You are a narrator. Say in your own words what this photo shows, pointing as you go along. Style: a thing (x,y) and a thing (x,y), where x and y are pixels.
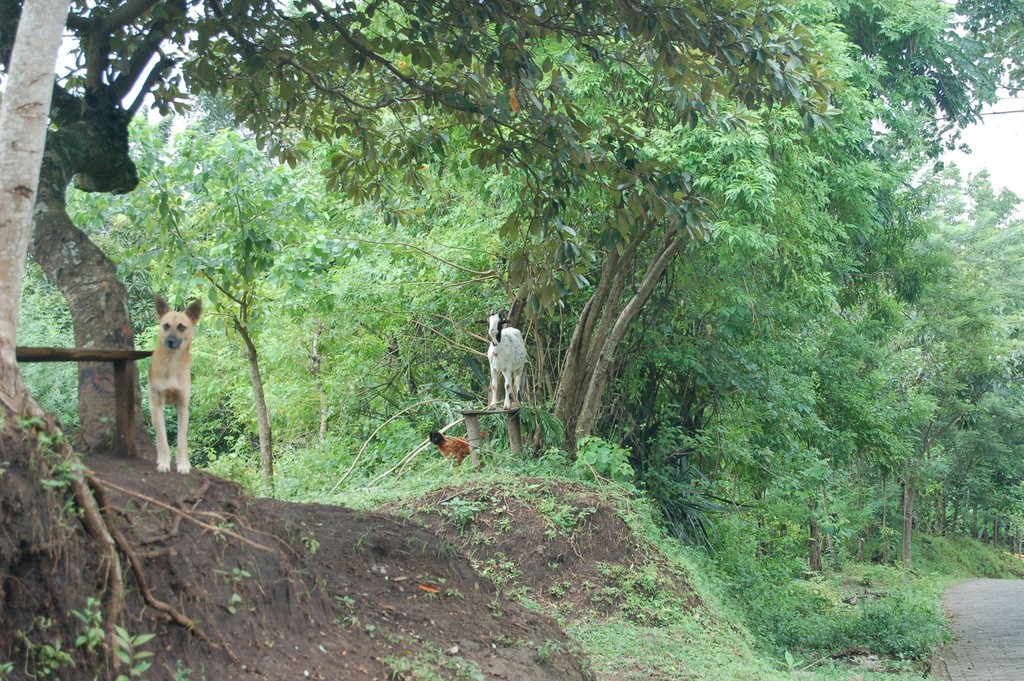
In this image I can see trees (623,217) and I can see animals (176,336) visible in front of trees (214,417).
